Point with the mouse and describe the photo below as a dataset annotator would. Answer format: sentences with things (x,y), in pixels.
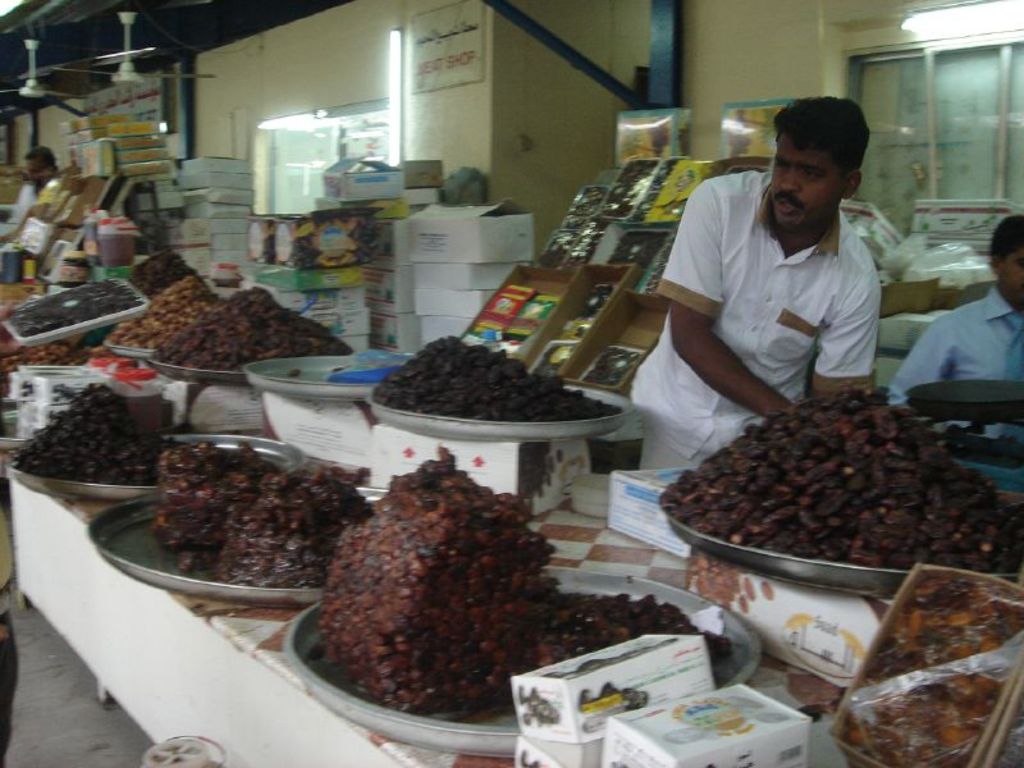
In this image I can see two people (852,342). In-front of these people (742,385) I can see many plates (387,491) with food (405,570) and cardboard boxes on the table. In the background (558,334) I can see many cardboard boxes (311,265), one more person (42,180) and the wall (62,149). I can see the lights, boards (466,79) and the window (385,105) to the wall (323,79). I can see the fans (15,89) at the top (41,92).
